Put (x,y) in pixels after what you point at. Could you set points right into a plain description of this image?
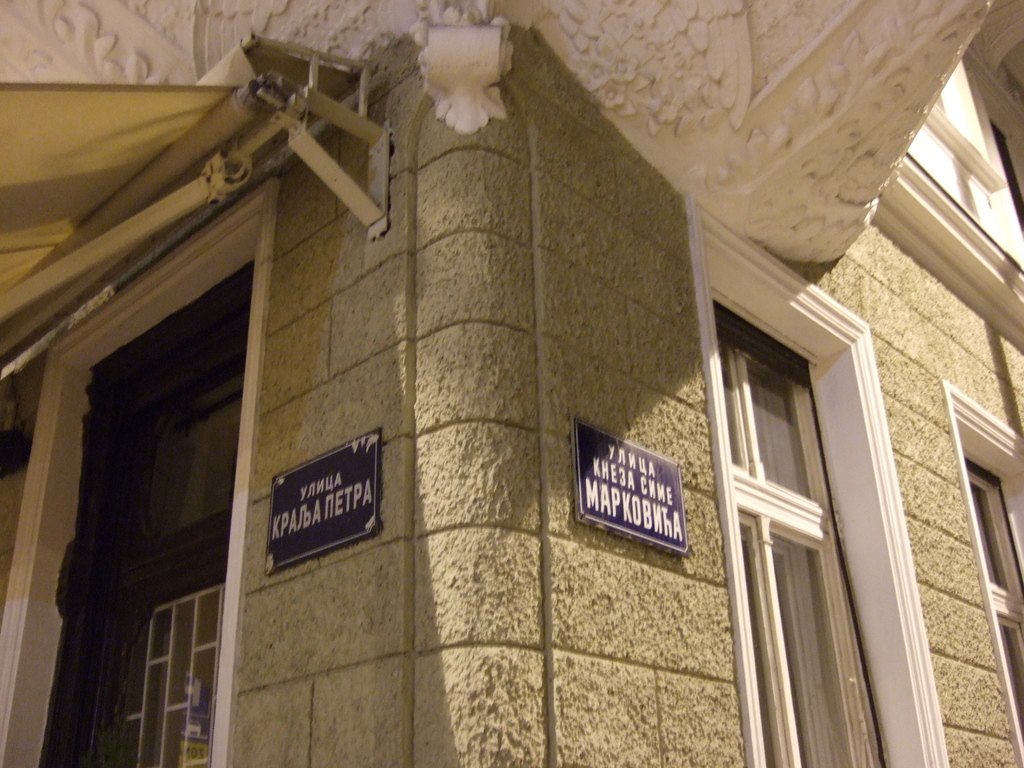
In this image, we can see boards (274,559) and windows (745,550) to a building (241,354).
